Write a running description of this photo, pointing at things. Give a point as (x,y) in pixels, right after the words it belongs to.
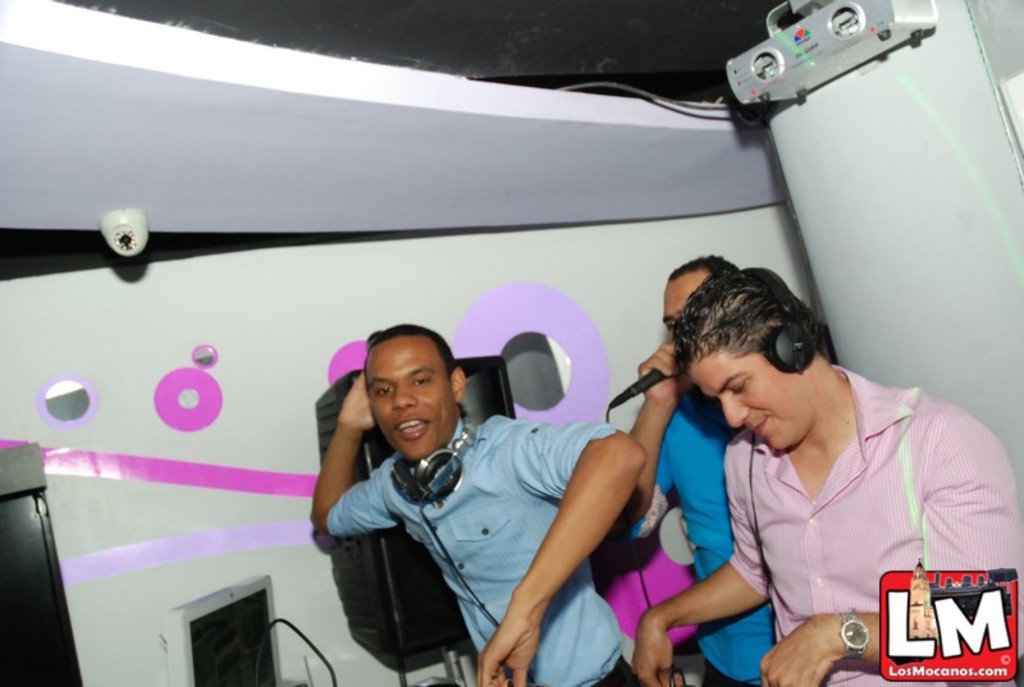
Here we can see three men (552,499) and the middle man (645,399) is holding a mic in his hand (664,354). In the background (209,631) we can see monitor (213,619), speakers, designs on the wall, security camera (119,251) on the ceiling (534,221) and on the right (791,71) at the top (791,71) there is an object (791,71) on the wall (1008,297).
